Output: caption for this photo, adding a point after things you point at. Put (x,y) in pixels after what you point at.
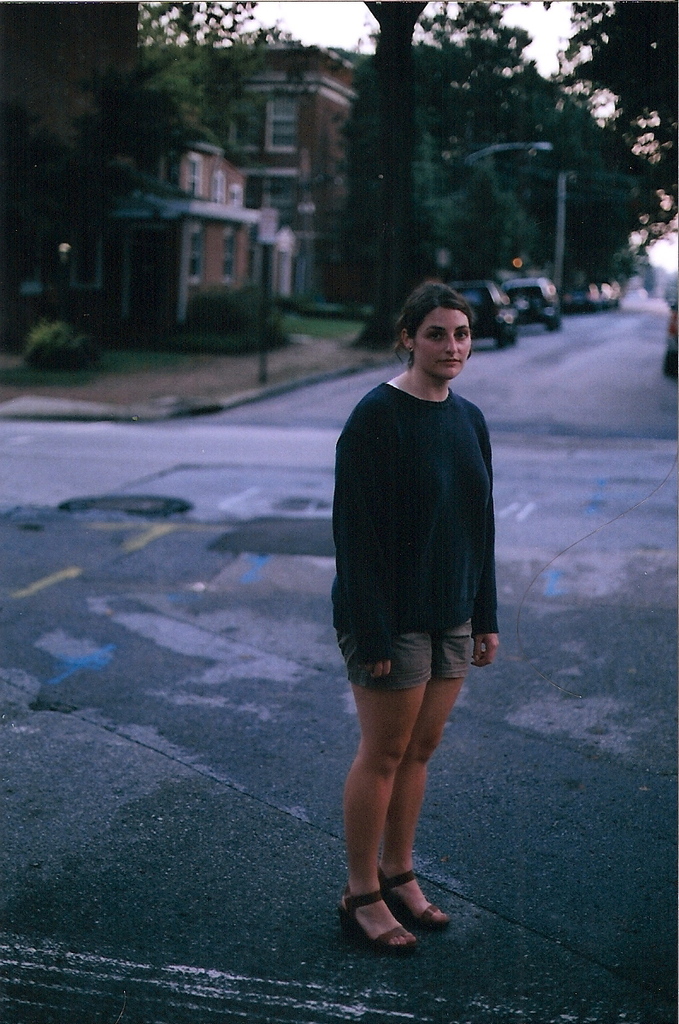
In this picture we can observe a woman (419,649) standing on the road (335,686) wearing black color T shirt (439,531). In the background (504,294) we can observe two vehicles (483,328) on the road (565,391). There are some trees (403,174) and a building (264,205). We can observe a sky (337,44) here.
